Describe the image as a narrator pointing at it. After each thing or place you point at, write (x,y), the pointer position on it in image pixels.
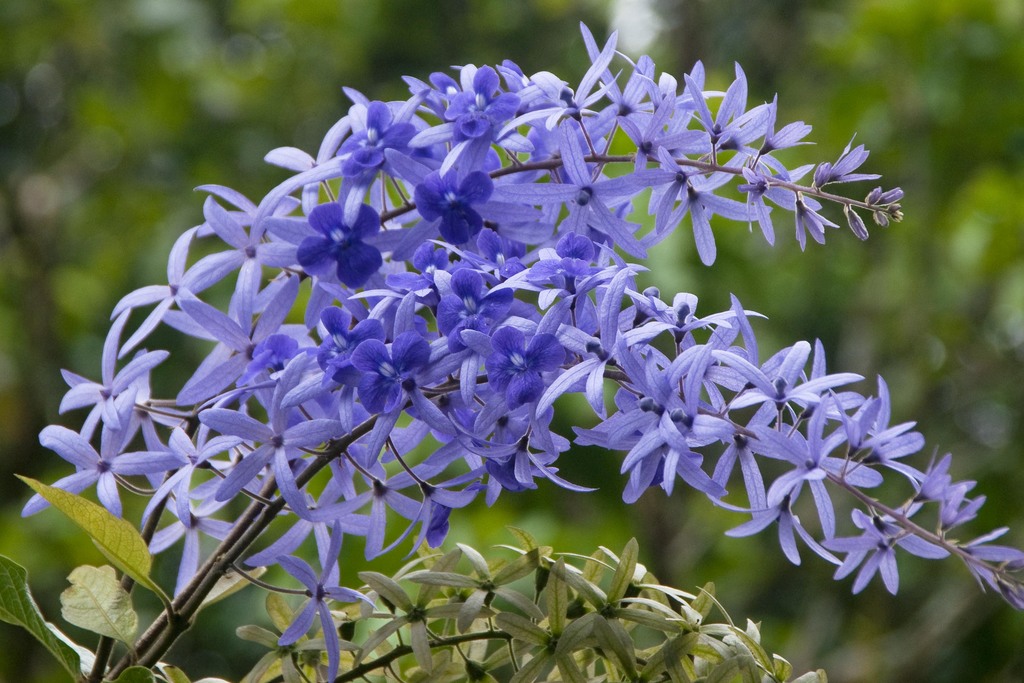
In this picture I can observe violet color flowers (397,390) to the plant (302,386). I can observe green color flowers (463,623) on the bottom of the picture (510,611). The background (90,150) is completely blurred. which is in green color.
